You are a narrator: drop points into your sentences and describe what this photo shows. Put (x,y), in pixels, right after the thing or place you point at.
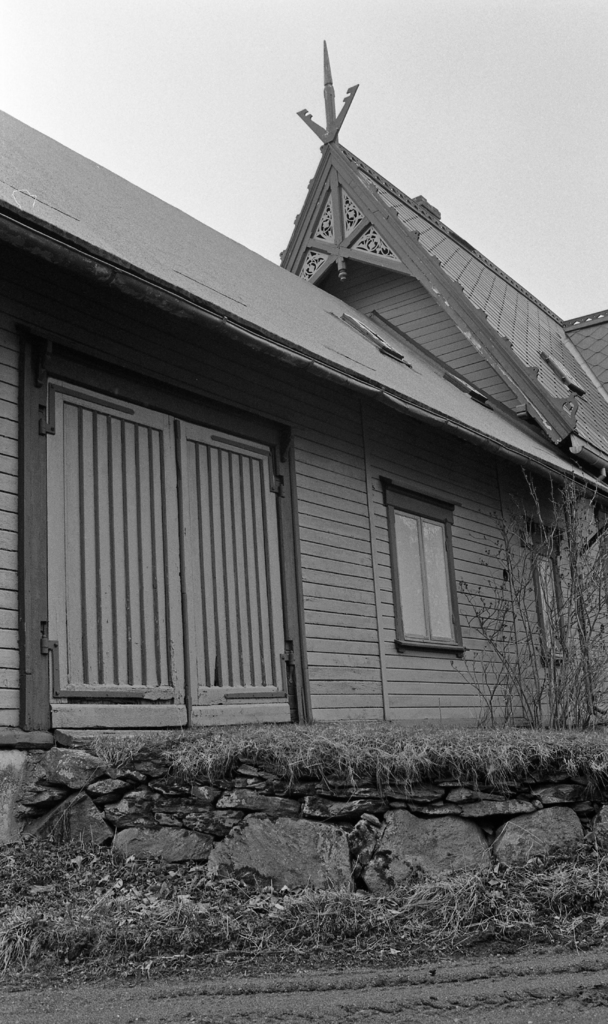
This is a black and white image. I think this is a house (342,472) with a window (443,589) and a door (225,677). These are the rocks (503,843). This looks like a plant (543,645) with branches (571,566).
